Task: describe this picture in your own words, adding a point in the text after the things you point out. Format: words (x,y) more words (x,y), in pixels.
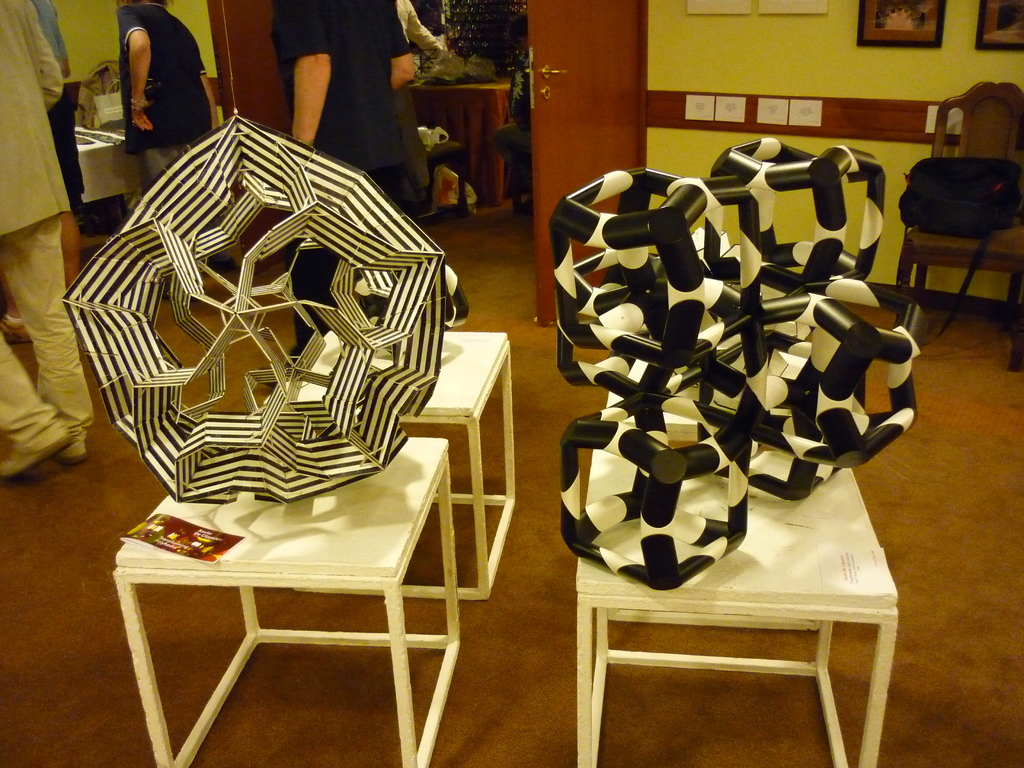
This image is clicked in a room (508,426). In the middle (442,467) there are three tables (501,340) on that there are some thing (611,438). In the background (335,63) there are some people (341,128), door (598,132), wall (751,102) and photo frame (884,38). On the right (966,107) there is a chair (926,235) on that there is a bag (935,216).
